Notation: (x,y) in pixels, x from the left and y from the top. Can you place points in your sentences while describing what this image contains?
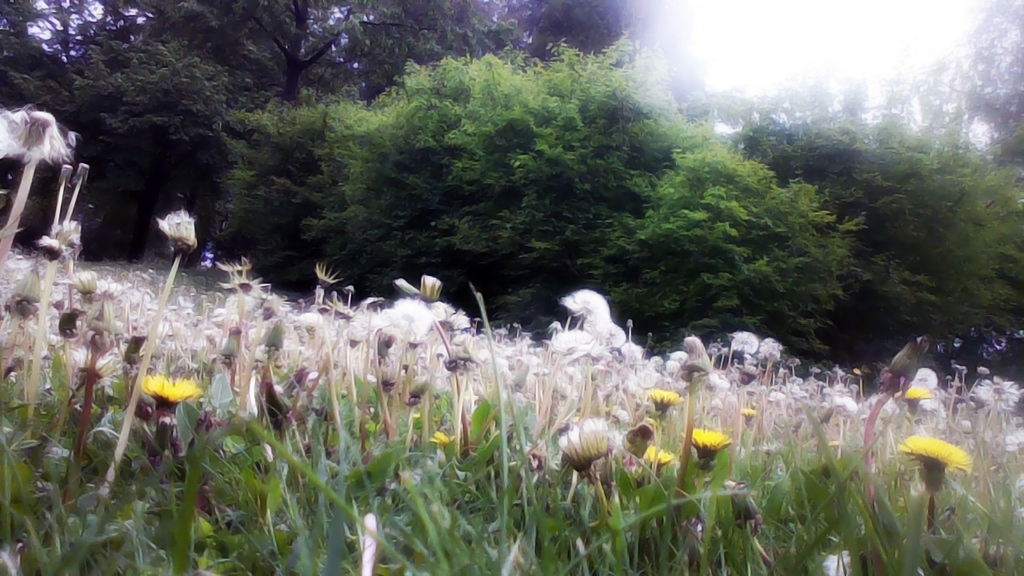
In this picture I can observe white and yellow color flowers (385,383) in the middle of the picture (559,331). In the background (578,237) there are trees (540,165).
